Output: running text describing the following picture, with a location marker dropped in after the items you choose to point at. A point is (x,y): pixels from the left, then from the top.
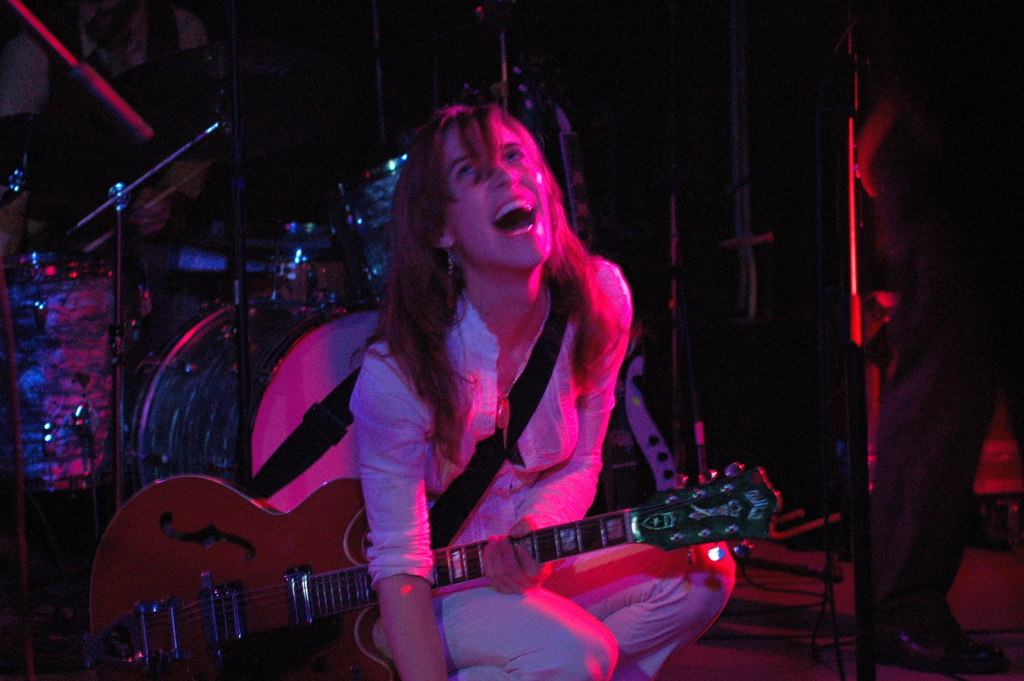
In this picture we can see a woman (441,467) she is holding a guitar (627,539), and she is laughing, in the background (303,316) we can see couple of musical instruments (194,386).
